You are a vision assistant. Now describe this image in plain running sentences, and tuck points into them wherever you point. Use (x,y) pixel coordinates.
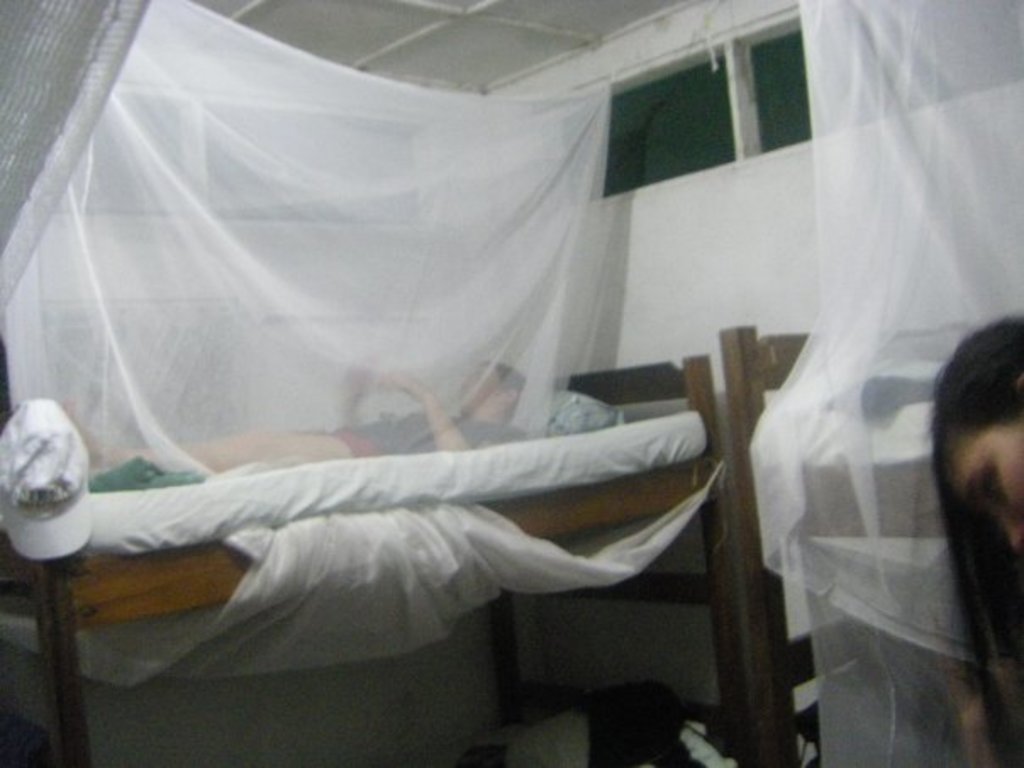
In this image we can a bed (363,510) on which a man (364,410) is lying.
